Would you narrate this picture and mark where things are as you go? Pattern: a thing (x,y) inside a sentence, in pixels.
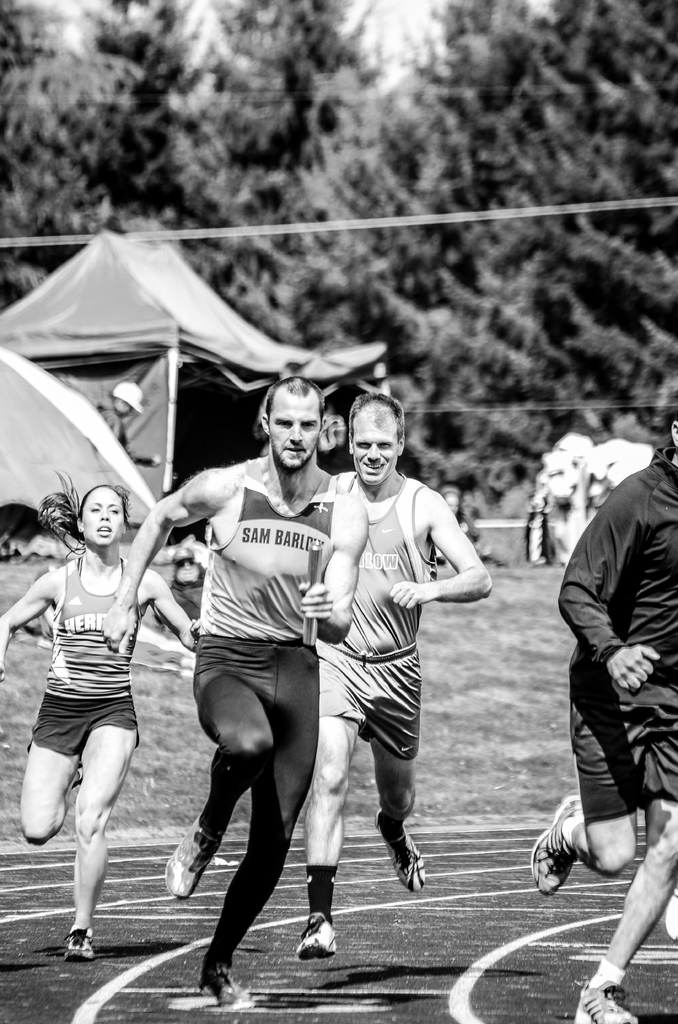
This is a black and white image. In this image, we can see there are persons (236,581) running on the ground (41,892), on which there are lines (28,918). In the background (220,273), there are persons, trees (208,96) and sky (414,35).
